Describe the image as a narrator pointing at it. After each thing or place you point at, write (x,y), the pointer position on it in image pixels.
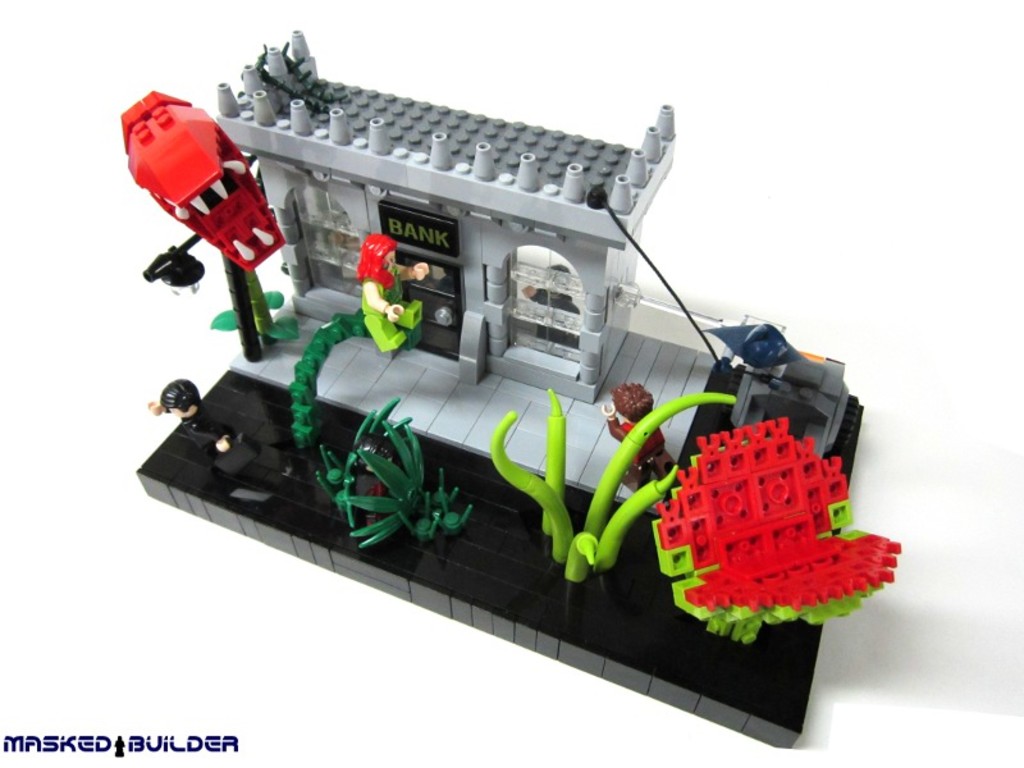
In this picture we can see building blocks (491,313) in the middle (587,284), at the left bottom (164,736) there is some text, we can see a white color background (95,203).
